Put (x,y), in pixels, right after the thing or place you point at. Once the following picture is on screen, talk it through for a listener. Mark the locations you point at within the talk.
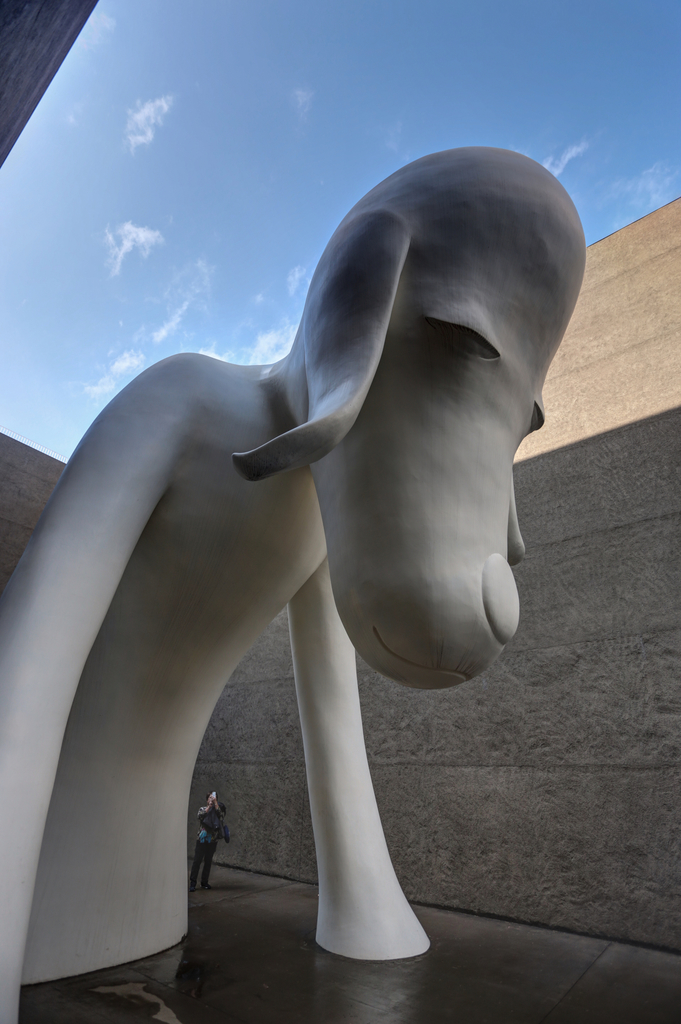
In the picture there is a statue of an animal (359,711) present, beneath the statue (330,793) there is a person (202,874) present, there is a wall (632,416), there is a clear sky (176,69).
